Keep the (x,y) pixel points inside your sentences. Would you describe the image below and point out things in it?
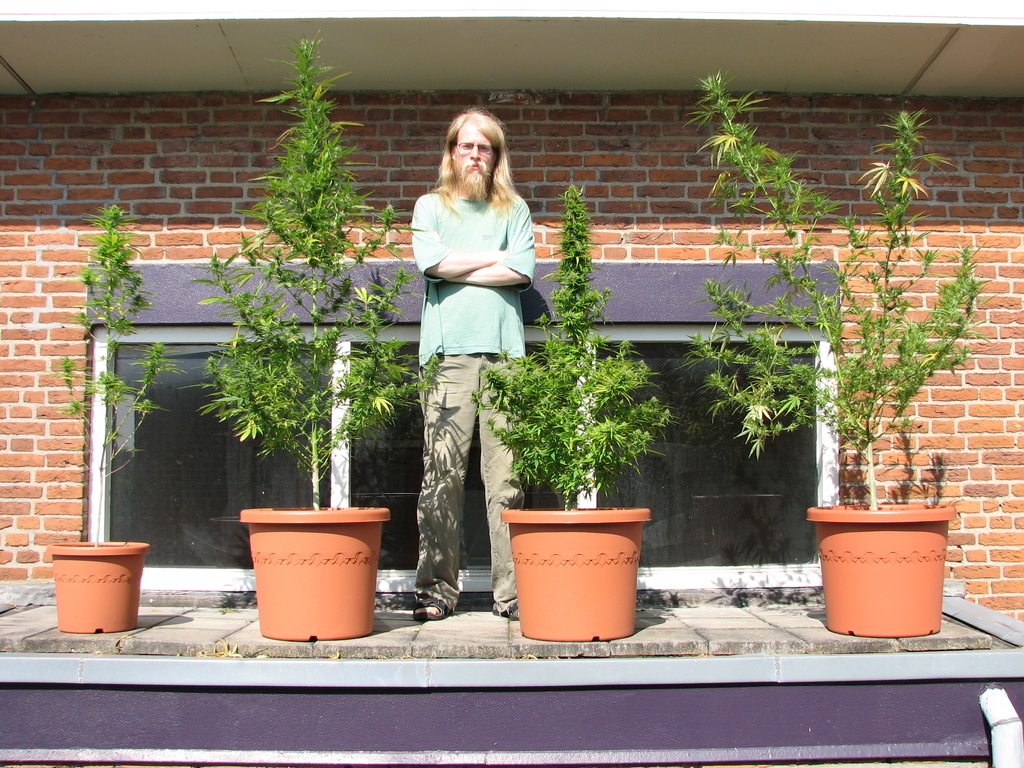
In this picture there is a man (427,211) standing. In the foreground (893,609) there are plants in the pots (76,621). At the back (690,441) there is a window (691,423) and there is a wall (652,146). At the bottom right (989,697) it looks like a pipe (1005,730).
